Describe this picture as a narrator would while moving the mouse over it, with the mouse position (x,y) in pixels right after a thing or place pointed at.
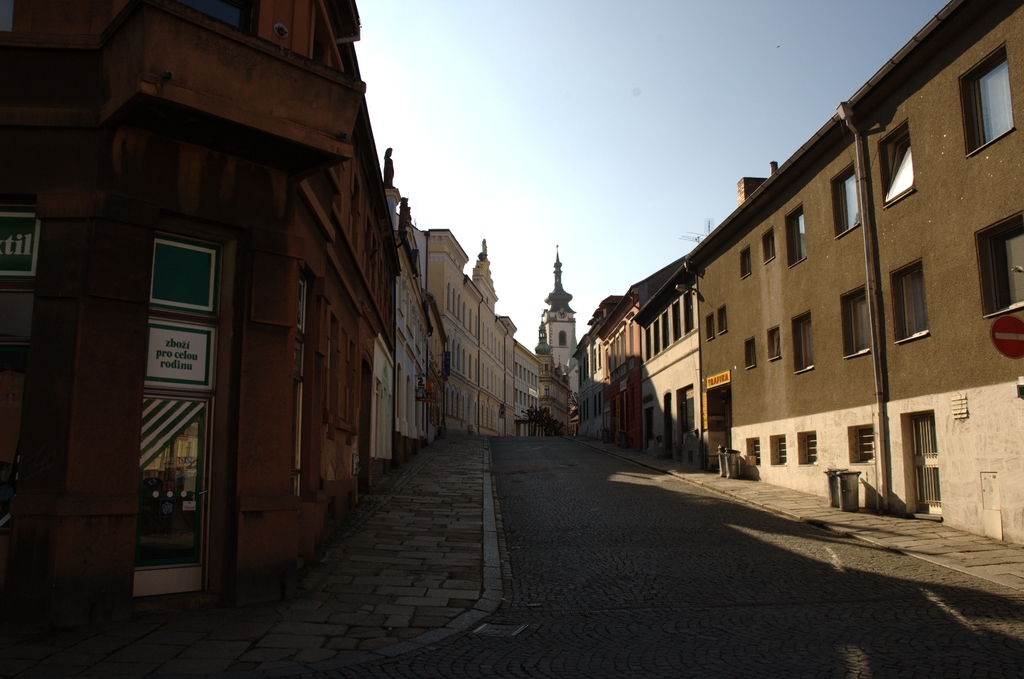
In the foreground of this picture (648,494), there is a street road (549,541) to which buildings (570,386) are on the either side to it. On the top (624,120), there is the sky (669,117).
